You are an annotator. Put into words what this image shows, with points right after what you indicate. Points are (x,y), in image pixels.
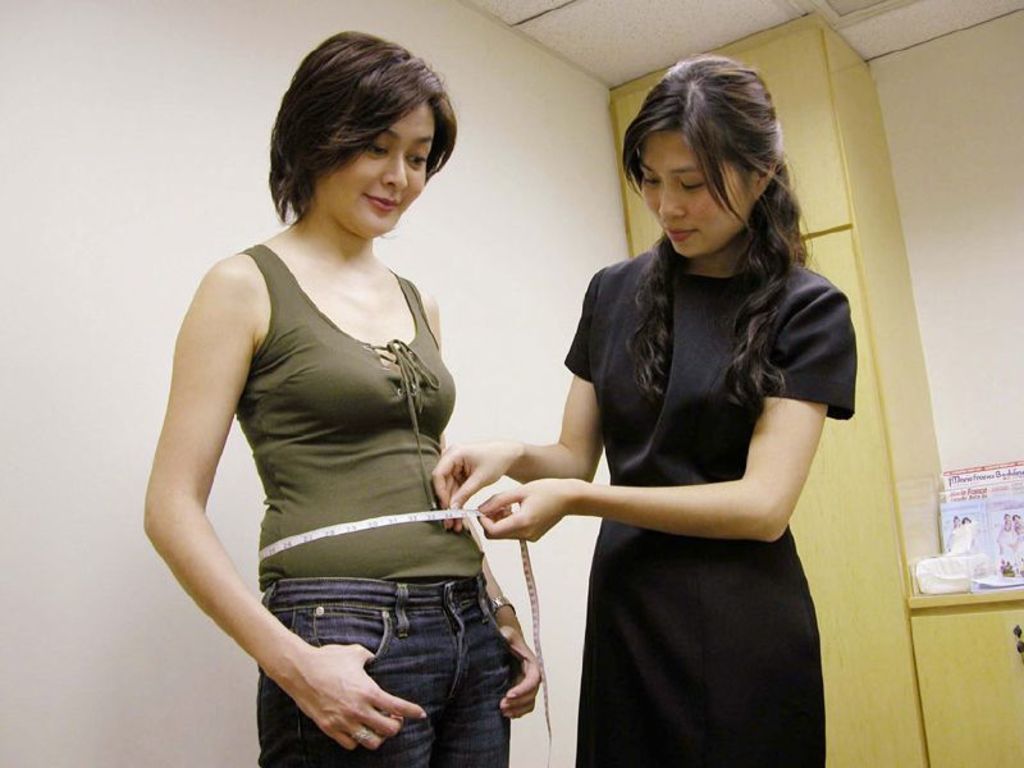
Here I can see two women (376,691) standing and smiling. The woman (706,258) who is on the right side (697,605) is holding a measuring tape (437,519). In the background (150,198) there is a wall (171,135). On the right side (959,604) there is a table (988,629) on which few papers (980,534) and some other objects (960,577) are placed. Beside there is a cupboard (890,481).
